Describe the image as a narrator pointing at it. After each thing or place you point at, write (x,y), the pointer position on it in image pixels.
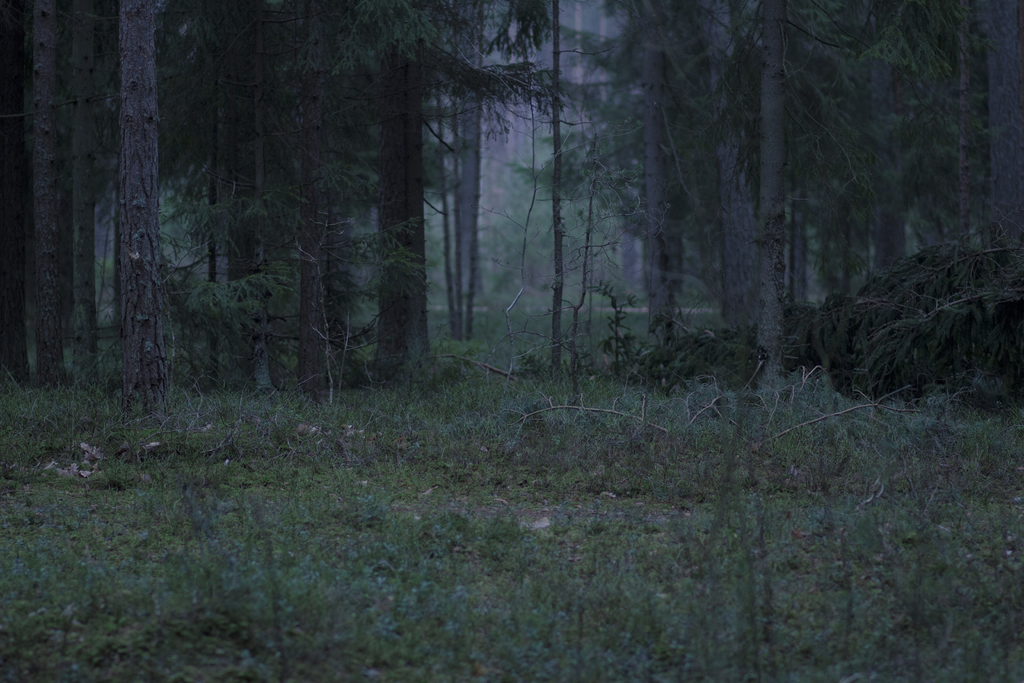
This image consists of many trees (984,326). At the bottom (581,524), there is green grass (517,541). It looks like a forest (435,438).
